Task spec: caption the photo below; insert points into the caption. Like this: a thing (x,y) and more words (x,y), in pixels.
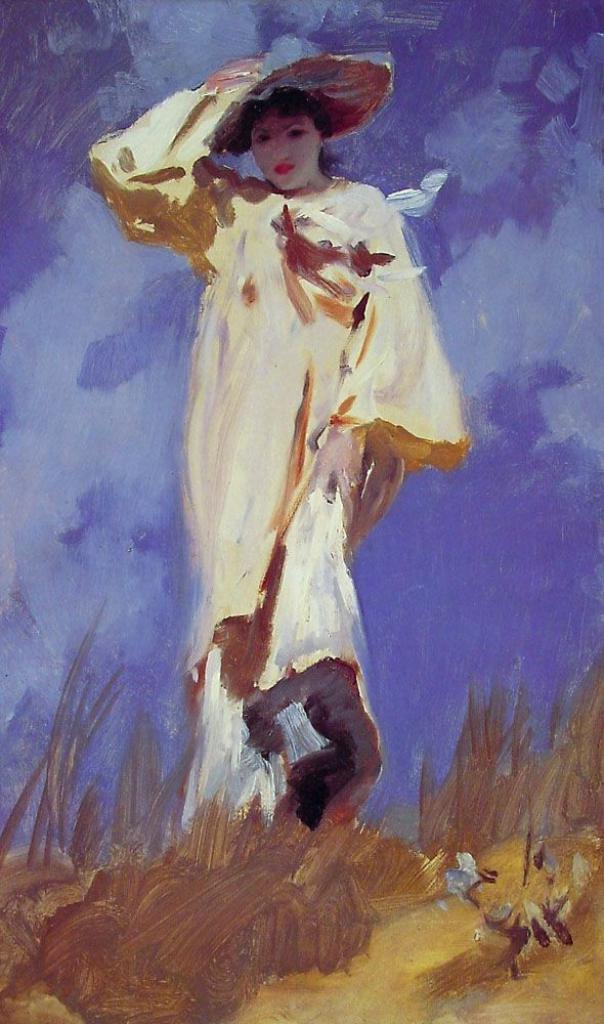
There is a painting (242,308) of a woman (244,291) wearing a hat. There is sky (326,36) at the top (326,36).
